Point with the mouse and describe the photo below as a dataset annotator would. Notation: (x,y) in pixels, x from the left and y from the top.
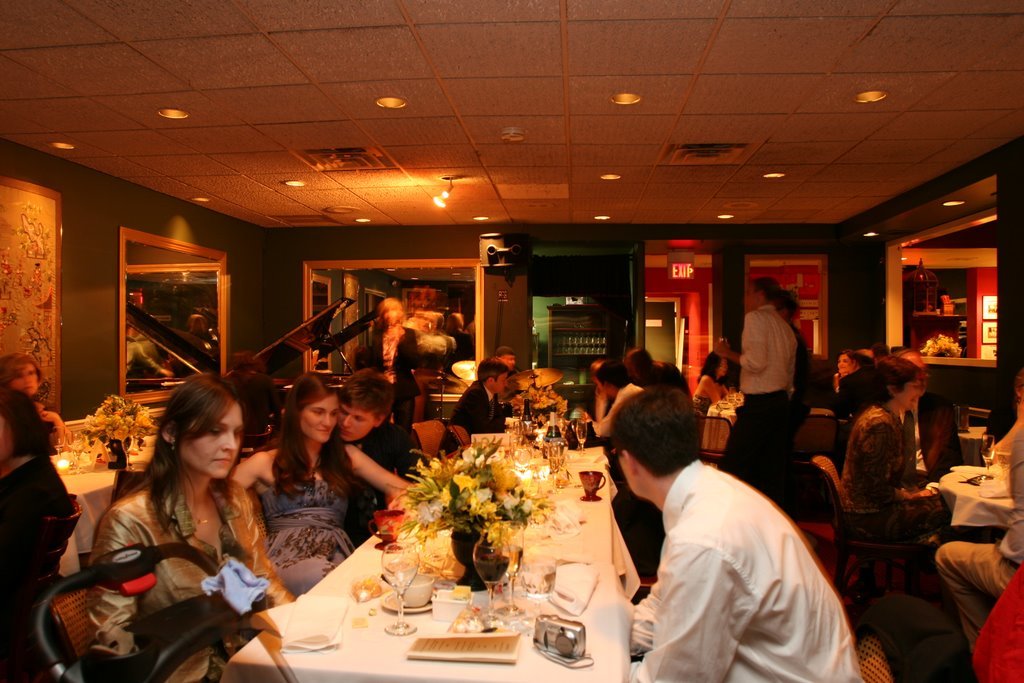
in this image there is a big room (264,249) some people (312,480) they are sitting on the chair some people (375,350) they are standing on the floor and some people (652,369) could be talking each other and the table (360,640) has many things (434,472) like flower vase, cups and camera (538,634) glasses (554,469) there the background is very dark.
